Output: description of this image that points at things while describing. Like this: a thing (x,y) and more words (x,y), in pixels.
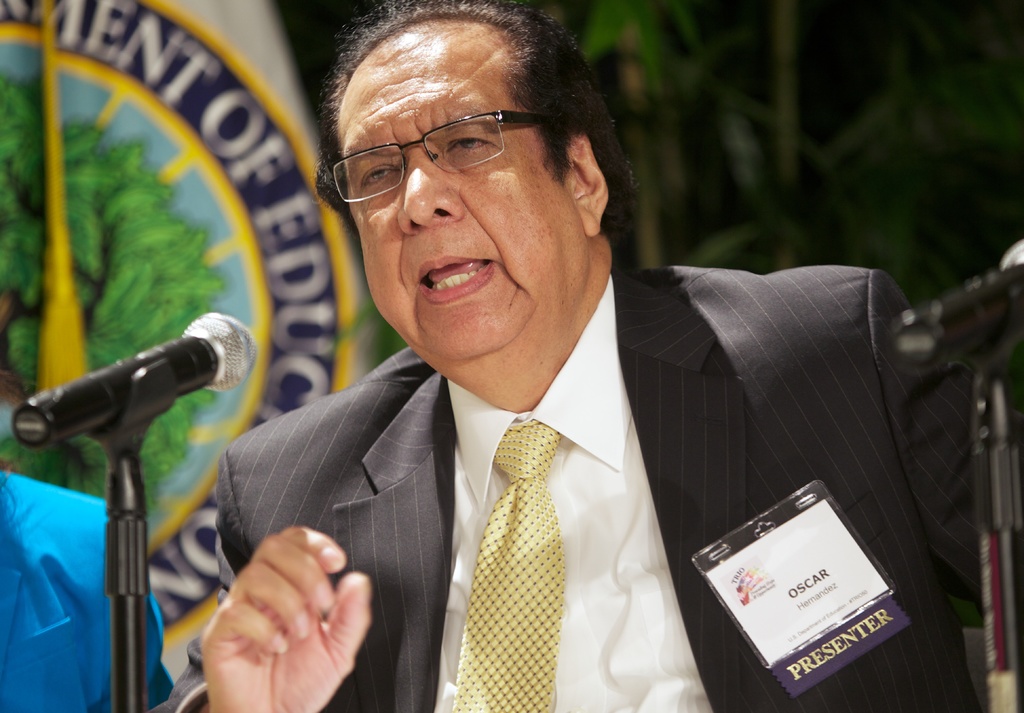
This picture seems to be clicked inside. In the foreground (455,225) there is a man (543,495) wearing suit (850,361), yellow color tie (518,517) and seems to be talking. On the left (221,351) there is a microphone (219,357) attached to the stand (112,586). In the background (175,28) there is a picture (174,249) of some objects (134,210) and we can see the text (274,210).
